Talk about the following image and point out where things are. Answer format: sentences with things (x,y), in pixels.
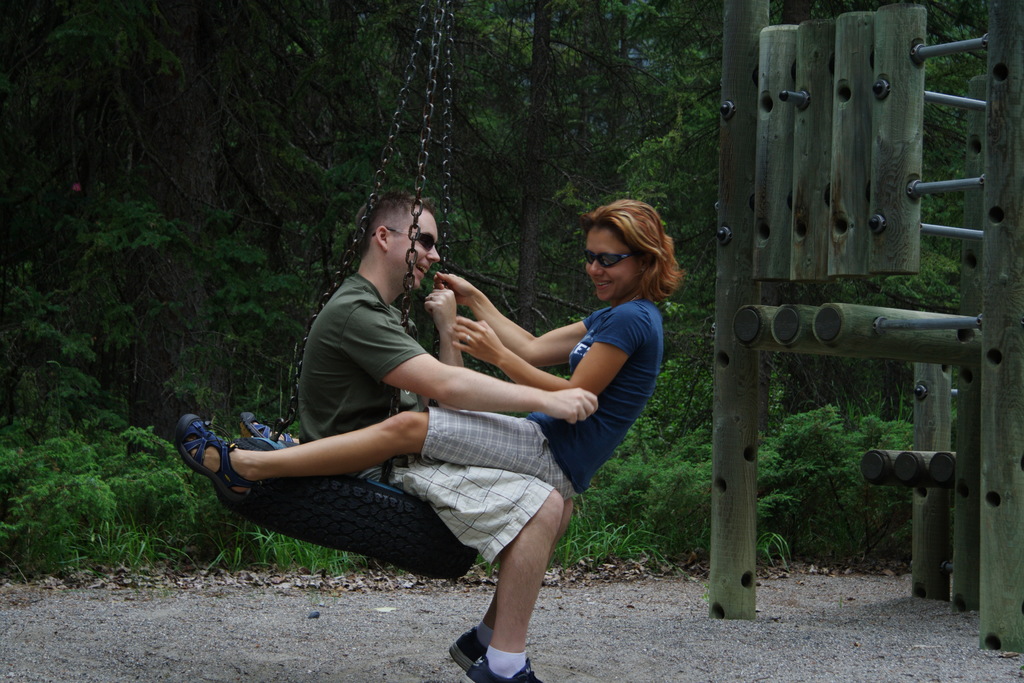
The picture consists of a man (380,404) and a woman (481,443) on a swing (327,512). On the right (728,443) there are poles (836,253). In the center of the picture (536,245) there are plants (182,526), grass (316,562), dry leaves (615,560) and trees (536,70). In this foreground (218,628) there is sand (803,652).
